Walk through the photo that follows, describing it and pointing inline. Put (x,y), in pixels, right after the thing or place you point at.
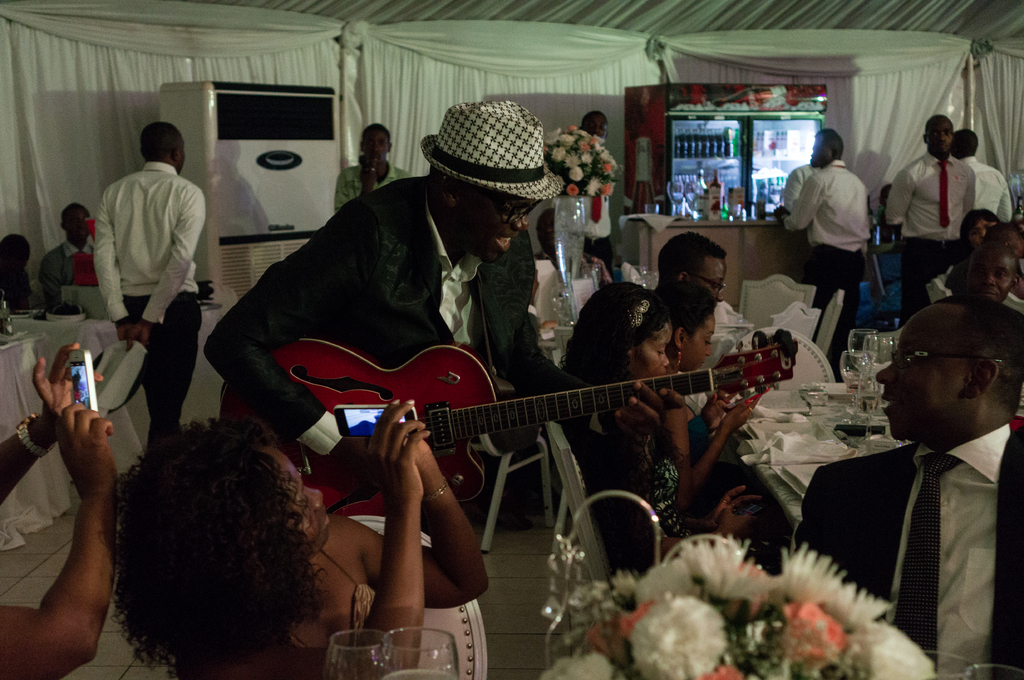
This picture is clicked in a restaurant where people (239,362) are sitting and standing. The man (467,277) in the center (436,313) is holding a guitar (451,391) in his hand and wearing a hat (501,141) is smiling. The man (967,532) at the right side (967,532) is looking at the man (494,221) who is holding a guitar (479,385). Woman (281,564) in the center (376,434) is holding a phone (371,420) and is clicking a picture. In the background (297,172) there is a AC (276,142), white colour curtains (496,76) and a fridge (744,155) with bottles (715,150) filled with it.
